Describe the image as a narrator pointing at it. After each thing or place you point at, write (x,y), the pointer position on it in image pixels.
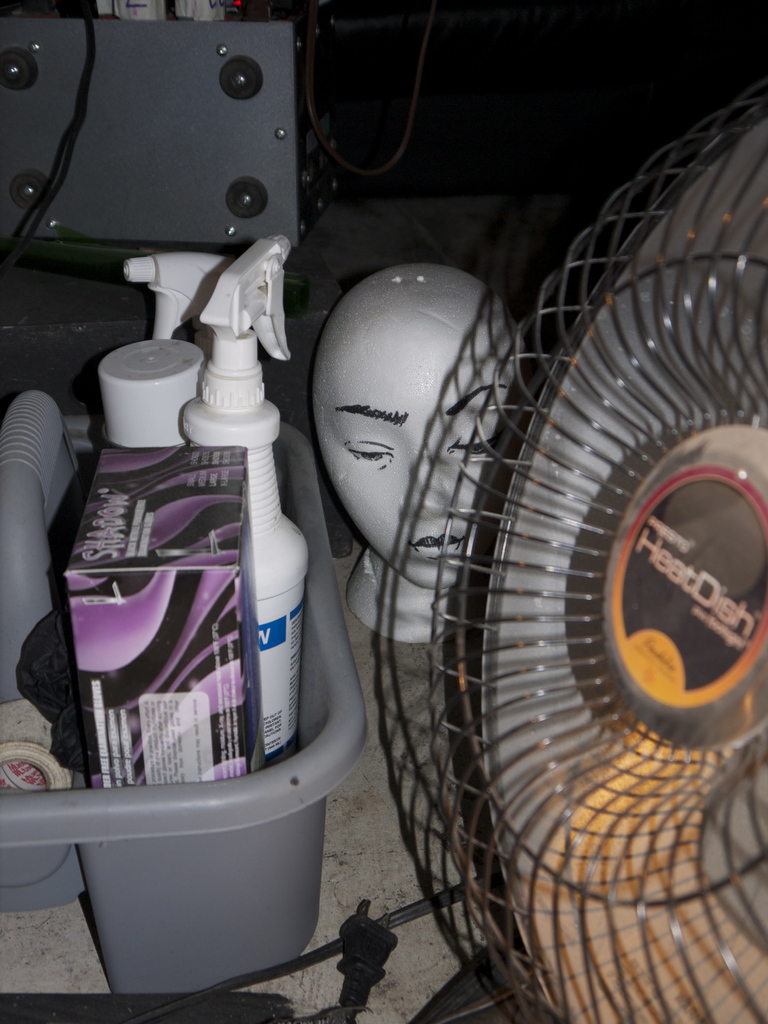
In this image we can see a table fan (564,773), wire (433,910), a tray (232,847) with spray bottles (197,278) and a box (113,539). We can also see the mannequin head (456,409) and a black color object (189,110) with the screws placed on the table (54,330).
